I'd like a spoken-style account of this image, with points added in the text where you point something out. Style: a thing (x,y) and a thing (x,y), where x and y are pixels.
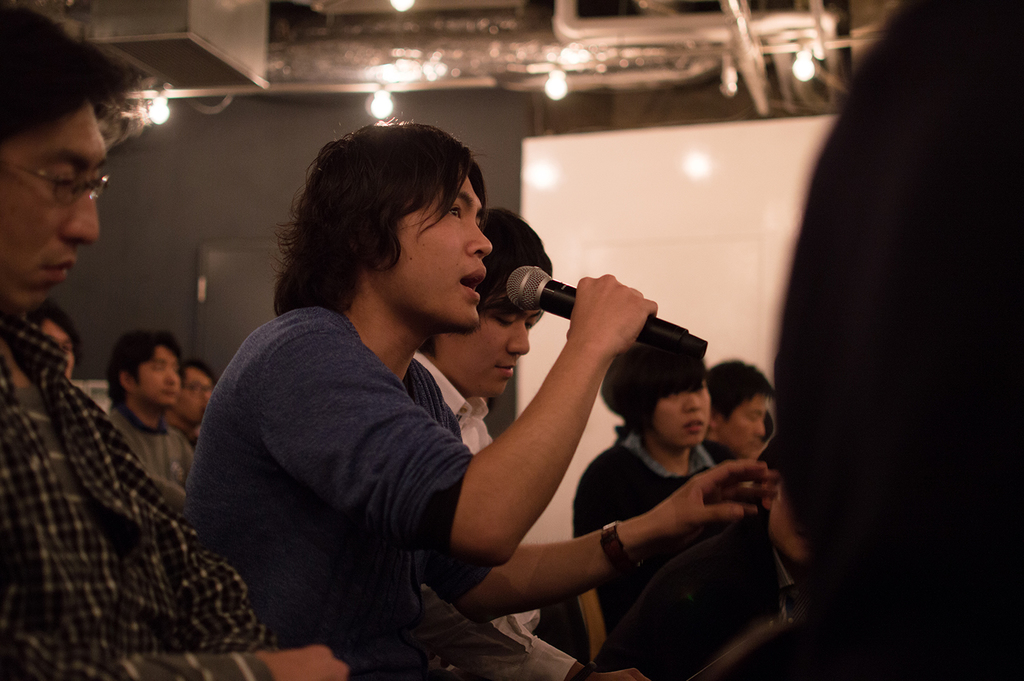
This picture describe a group of people (427,417) sitting in the hall (222,68) and in front (383,474) a boy (387,460) wearing blue sleeves t-shirt (383,450) is talking on the microphone (527,305) and beside a man (85,547) wearing black check shirt (106,564) and specs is listening to him. Behind we can see the white banner (636,279) and grey wall (141,184). On the top ceiling (308,33) a metal pipes (587,75) and bulb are hanging.
